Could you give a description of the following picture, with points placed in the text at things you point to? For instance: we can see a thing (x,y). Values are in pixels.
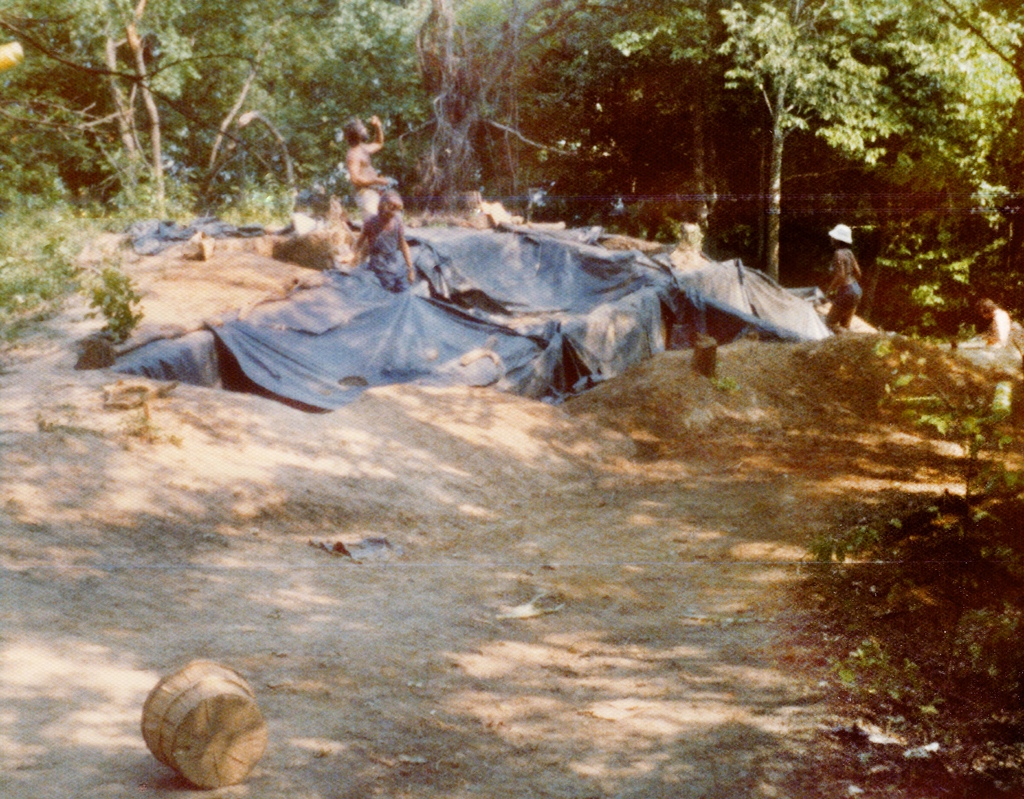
In the image we can see there are people (400,224) wearing clothes (373,199) and one person (840,271) is wearing a cap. Here we can see wooden basket (180,733), grass (51,272) and trees (616,103).
